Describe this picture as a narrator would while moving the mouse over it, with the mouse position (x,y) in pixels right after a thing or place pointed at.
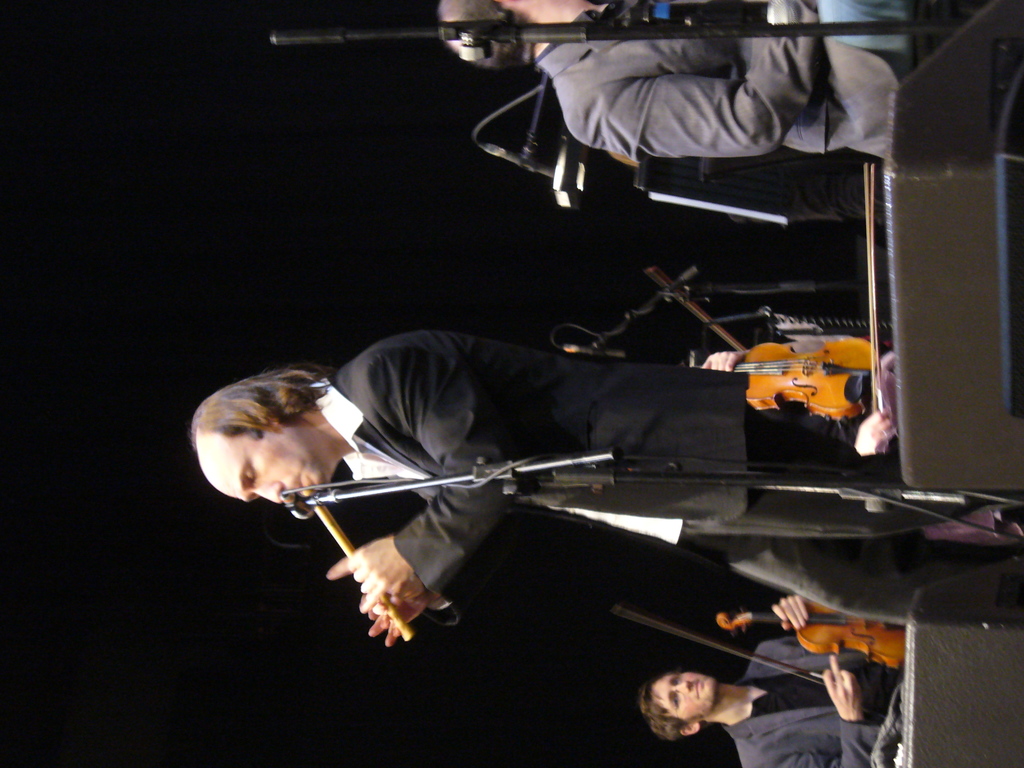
In this image I see few people (632,79) and I see that all of them are holding musical instruments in their hands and I see the tripods (763,481) on which there are mics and I see that it is dark in the background (329,536).
